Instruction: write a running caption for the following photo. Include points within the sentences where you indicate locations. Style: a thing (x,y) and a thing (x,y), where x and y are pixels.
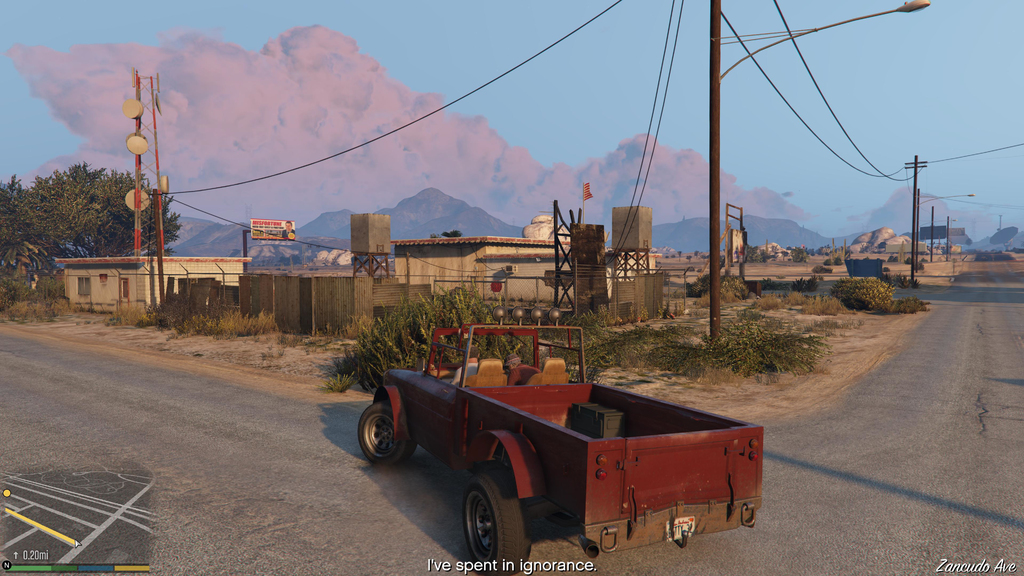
In this image I can see few houses (173,268), windows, current poles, wires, light poles (855,19), tower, mountains (318,233), trees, sky (540,130) and the vehicle (636,543) is on the road (778,451).
